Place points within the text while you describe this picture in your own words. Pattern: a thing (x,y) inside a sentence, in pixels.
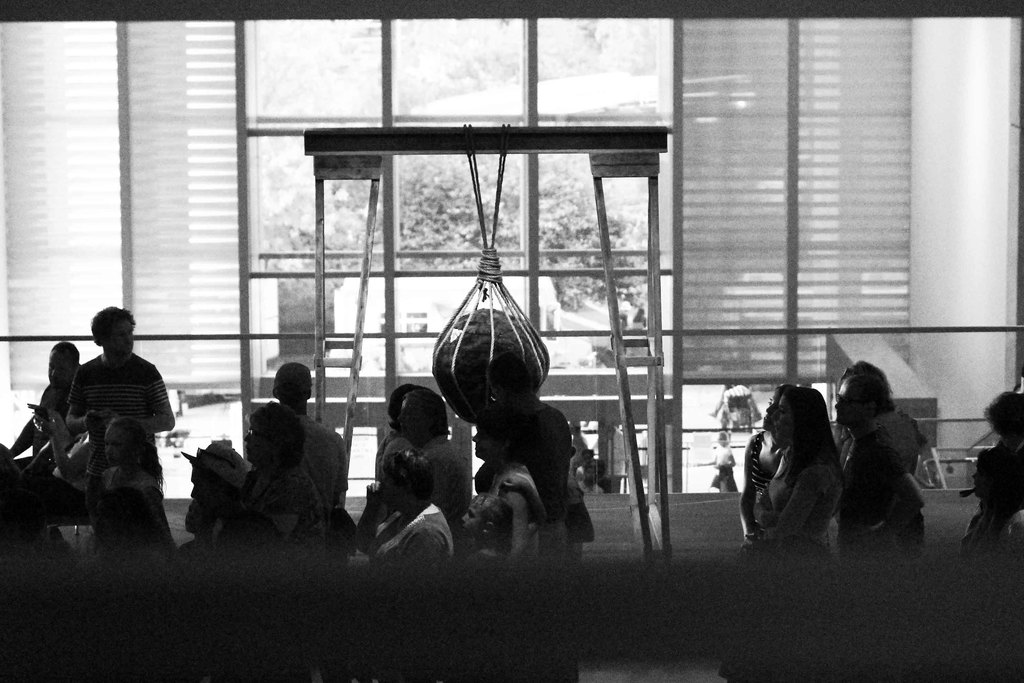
In this image I can see people (504,513) are standing. In the background (519,221) I can see trees (505,225) and other objects (533,296). This picture is black and white in color.
